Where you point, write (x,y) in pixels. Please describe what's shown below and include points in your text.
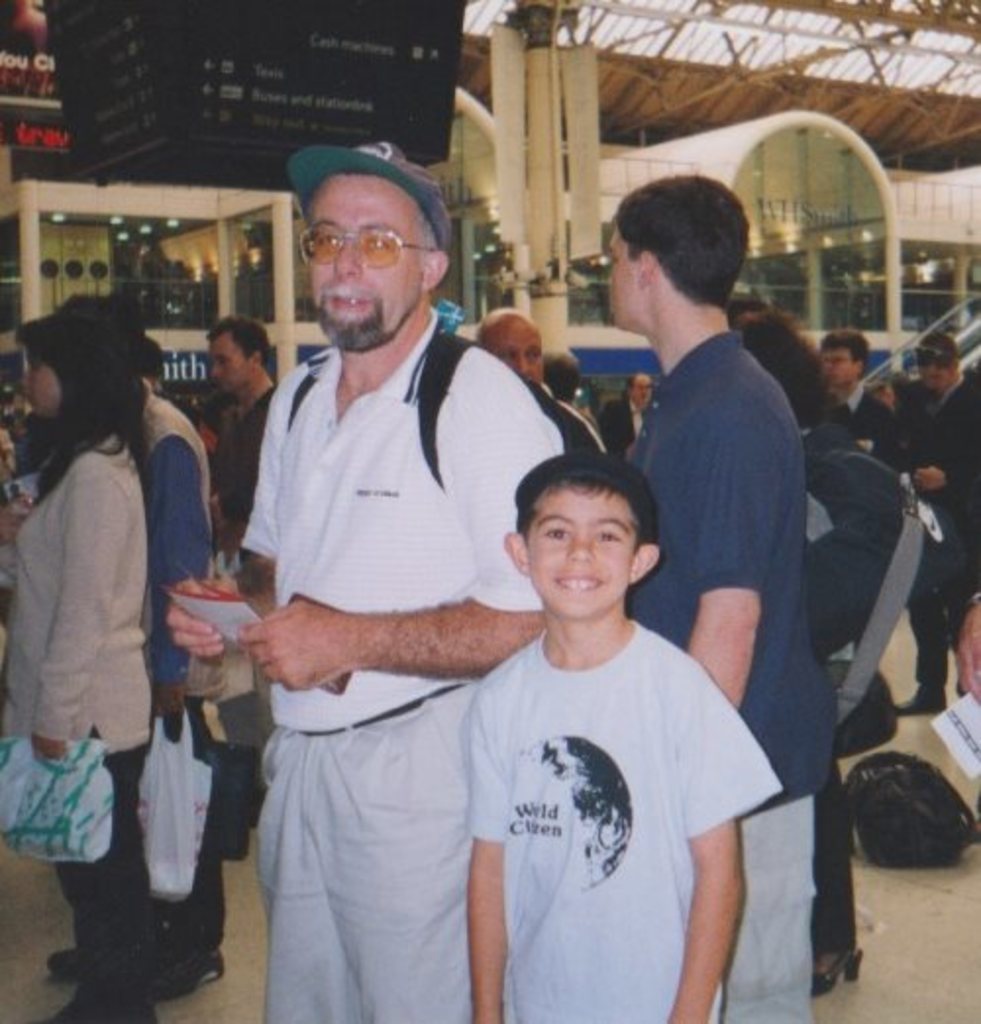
In this image we can see some people (634,472) and among them few people (819,818) holding some objects (939,523) and we can see a building (809,258) and there is an object (271,65) which looks like a board (335,59) with some text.
